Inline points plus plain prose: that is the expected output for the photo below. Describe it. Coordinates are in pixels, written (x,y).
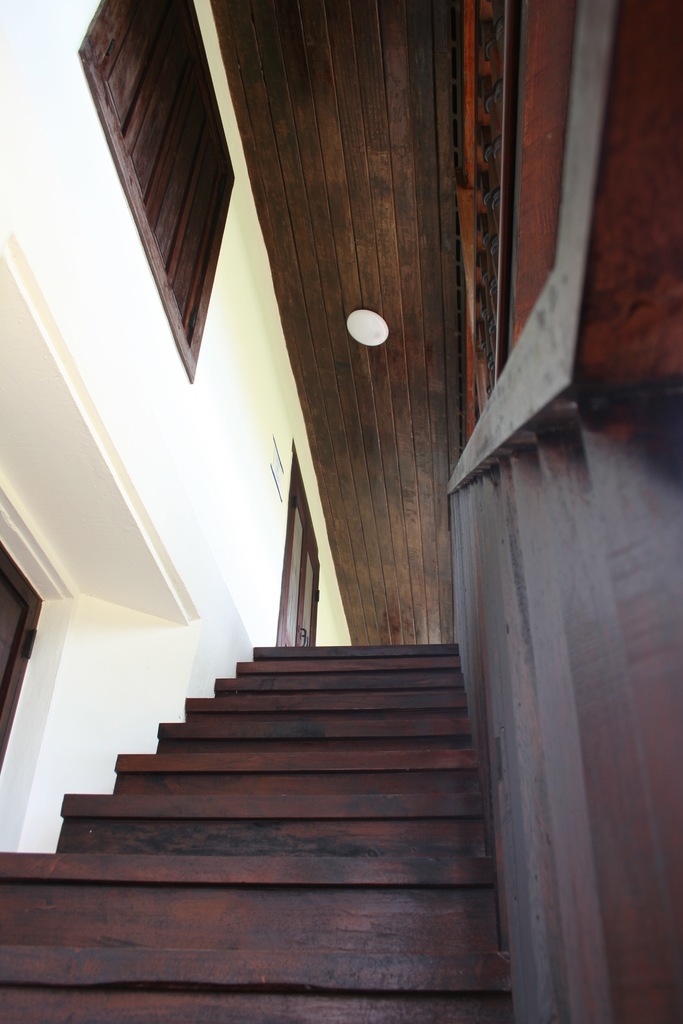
In this image we can see staircase (218,961), wooden railing (642,819), roof (381,204) and walls (159,671).
